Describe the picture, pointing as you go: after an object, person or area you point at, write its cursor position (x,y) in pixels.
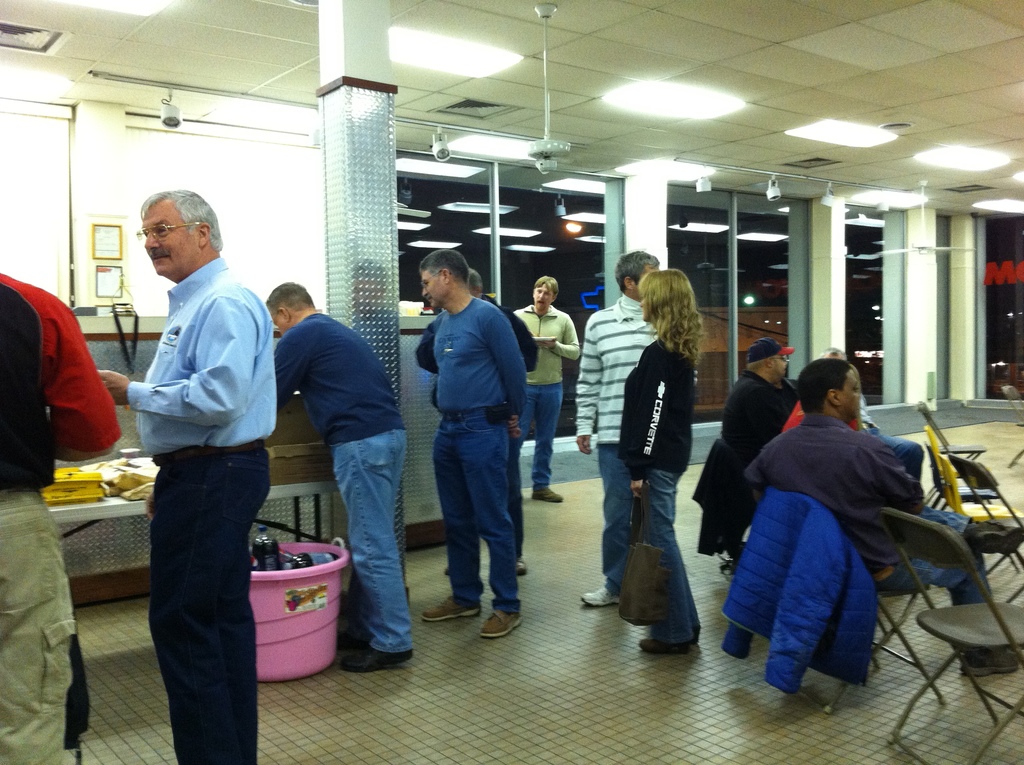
On the left side (257,355) a man (246,362) is standing, he wore a blue color shirt (230,370) and trouser (224,495). On the right side (747,423) 2 persons (855,511) are sitting on the chairs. At the top (499,63) there are lights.
